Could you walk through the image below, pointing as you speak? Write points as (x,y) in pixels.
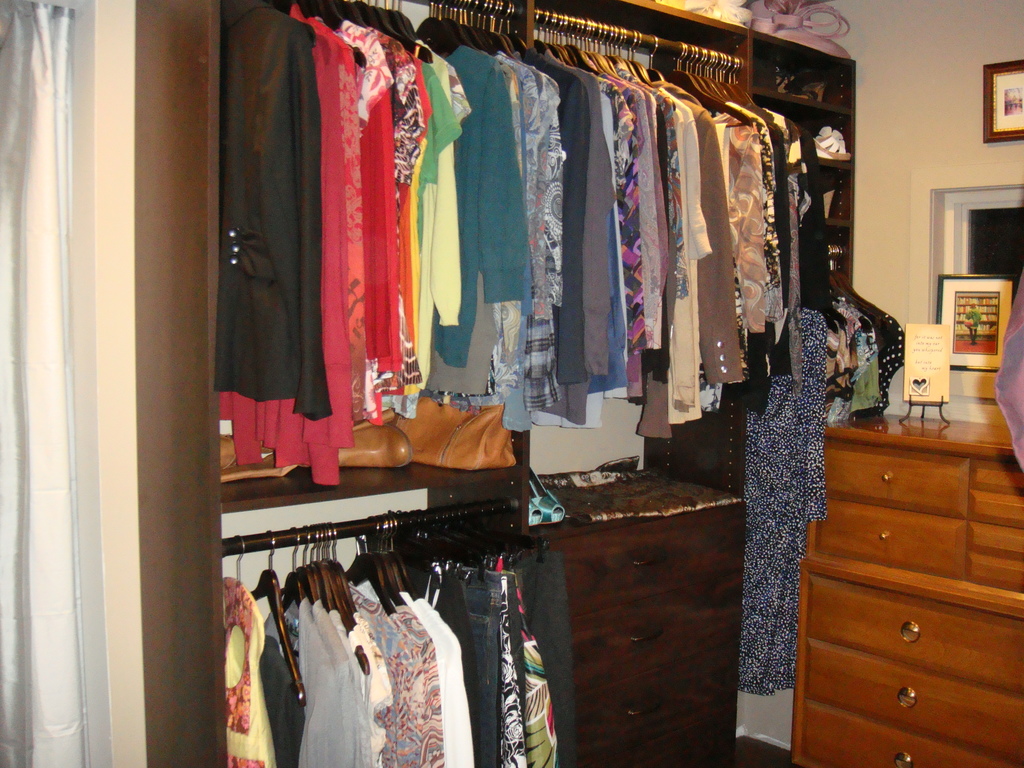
In this image I can see a furniture (619,528) in which I can see few drawers (682,602), number of clothes (502,578) hanged and I can see the cream colored wall (890,140), a photo frame (1013,61) attached to the wall (963,80), the window (1019,249) and to the left side of the image (3,324) I can see the white colored curtain (16,43).
